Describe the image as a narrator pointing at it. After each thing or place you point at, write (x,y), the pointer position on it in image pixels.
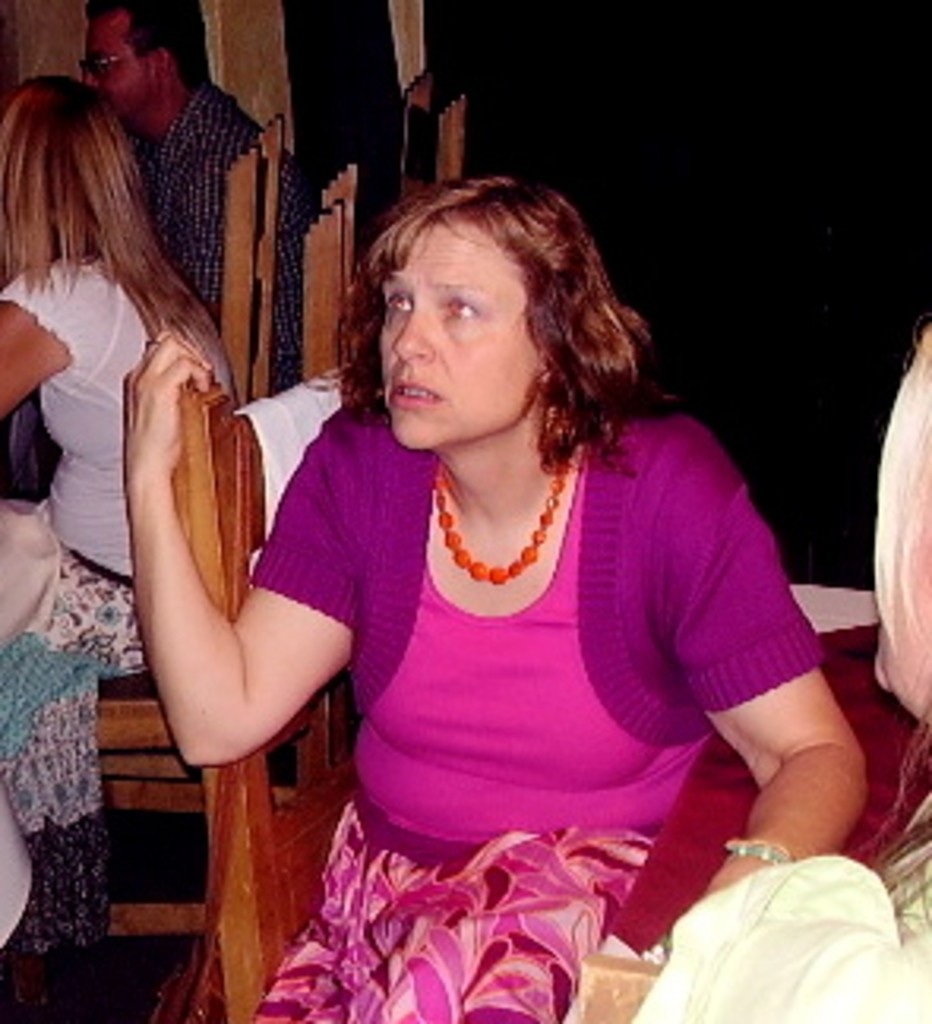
In the foreground of this picture (349,835) we can see a woman (505,551) sitting on the chair (238,468) and we can see the two persons (111,300) sitting on the chairs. In the background (482,45), we can see a black color object (732,249) and we can see some other objects (852,643).
